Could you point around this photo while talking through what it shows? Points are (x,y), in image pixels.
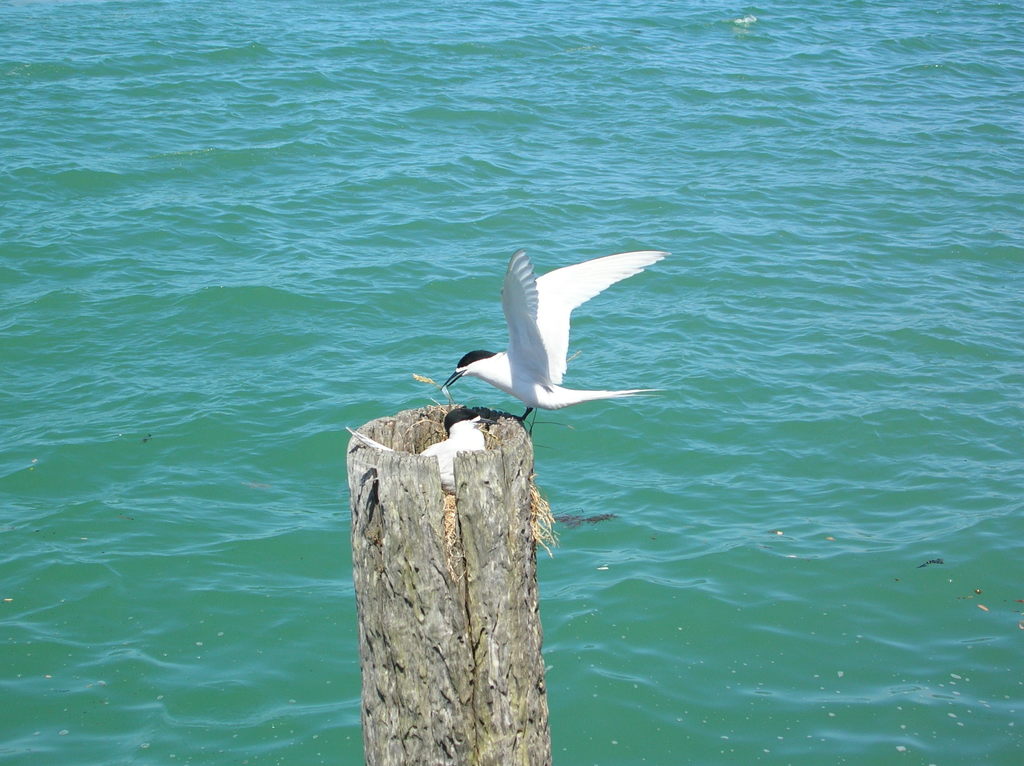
In the foreground of the image (493,658) we can see a trunk (416,666) of a tree (493,640) and water body (799,684). In the middle of the image (568,312) we can see a nest (455,506) in the trunk (468,496) and two birds (485,415). On the top of the image (605,89) we can see water body (645,91).
